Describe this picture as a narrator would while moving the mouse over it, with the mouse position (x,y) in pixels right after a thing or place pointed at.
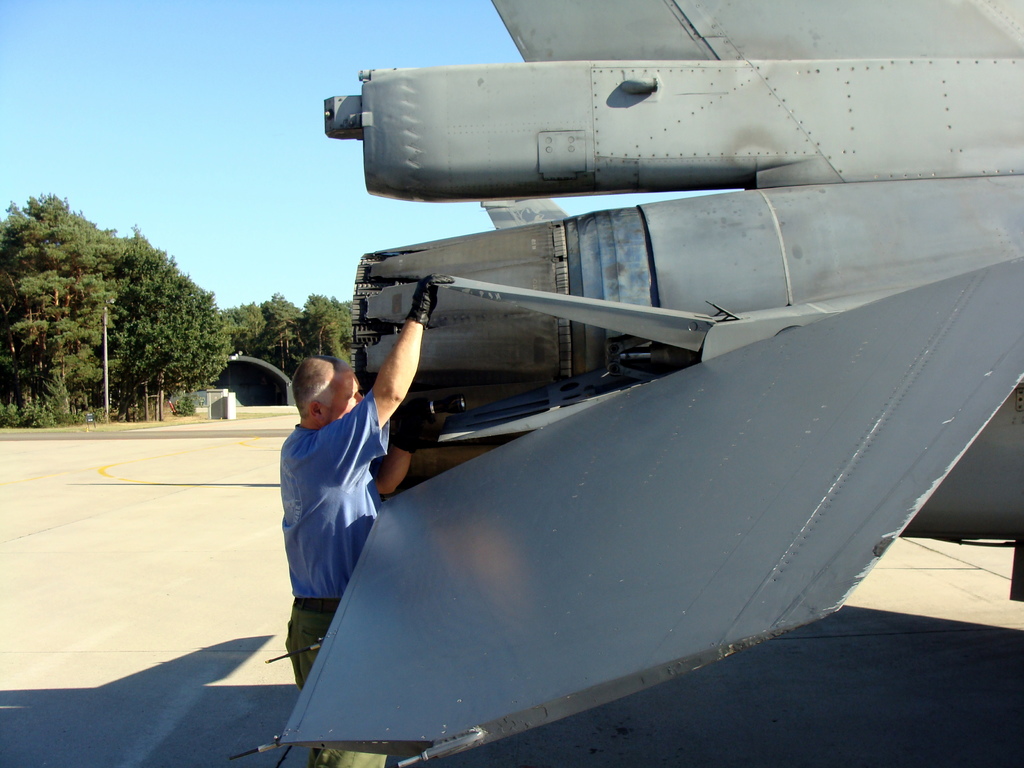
In this image there is a person (288,484) standing is wearing a blue shirt (311,480). At the right side (834,509) there is a plane (550,694) on the ground (20,512). At the left (49,224) there are few trees (83,288), sky (420,3) and a pole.
